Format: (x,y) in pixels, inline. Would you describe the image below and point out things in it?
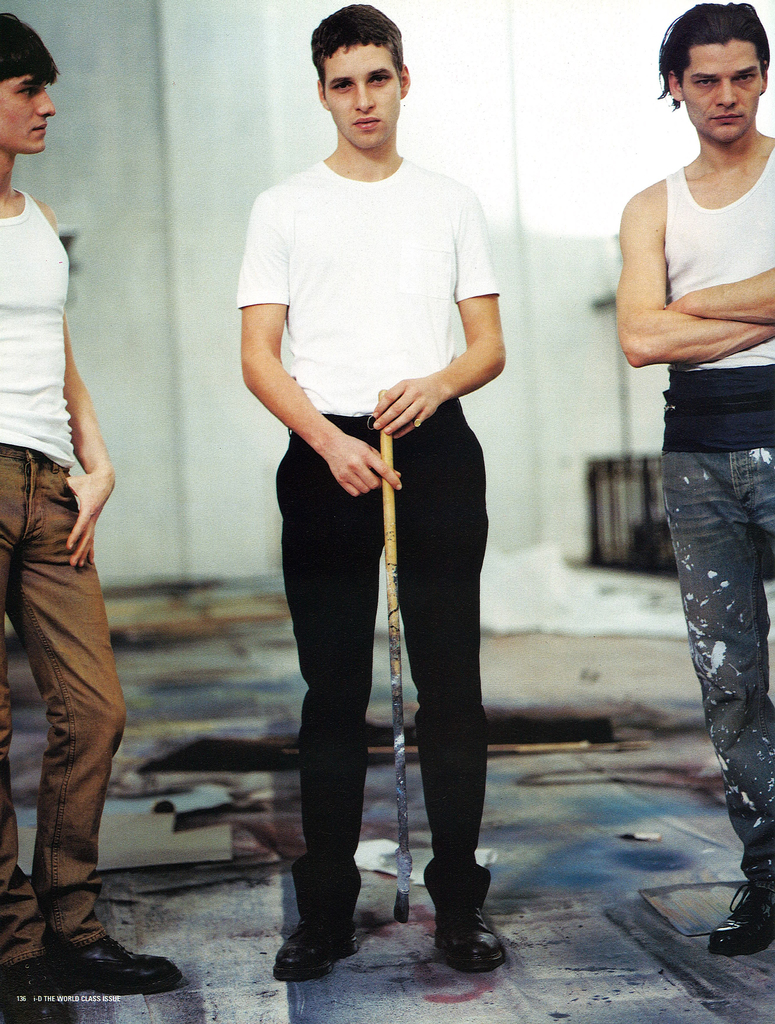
In the picture we can see three men (143,973) are standing and one man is holding a stick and behind them we can see the wall (551,364).
